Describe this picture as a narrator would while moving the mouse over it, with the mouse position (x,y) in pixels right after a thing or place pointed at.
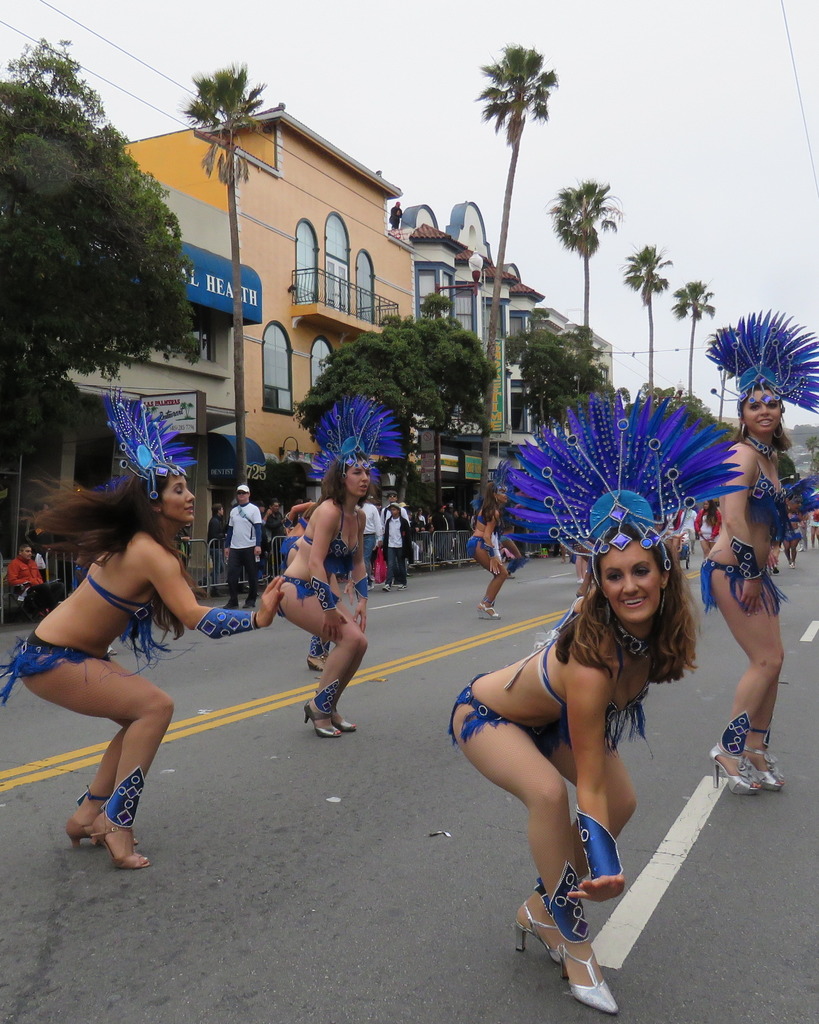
Here I can see few women (517,552) wearing same costumes (633,518) and dancing on the road (301,858). In the background (250,570) few people (450,522) are standing and looking at these women (324,639). In the background (267,333) there are many buildings (245,275) and trees (146,235). At the top of the image (717,111) I can see the sky (705,52).
